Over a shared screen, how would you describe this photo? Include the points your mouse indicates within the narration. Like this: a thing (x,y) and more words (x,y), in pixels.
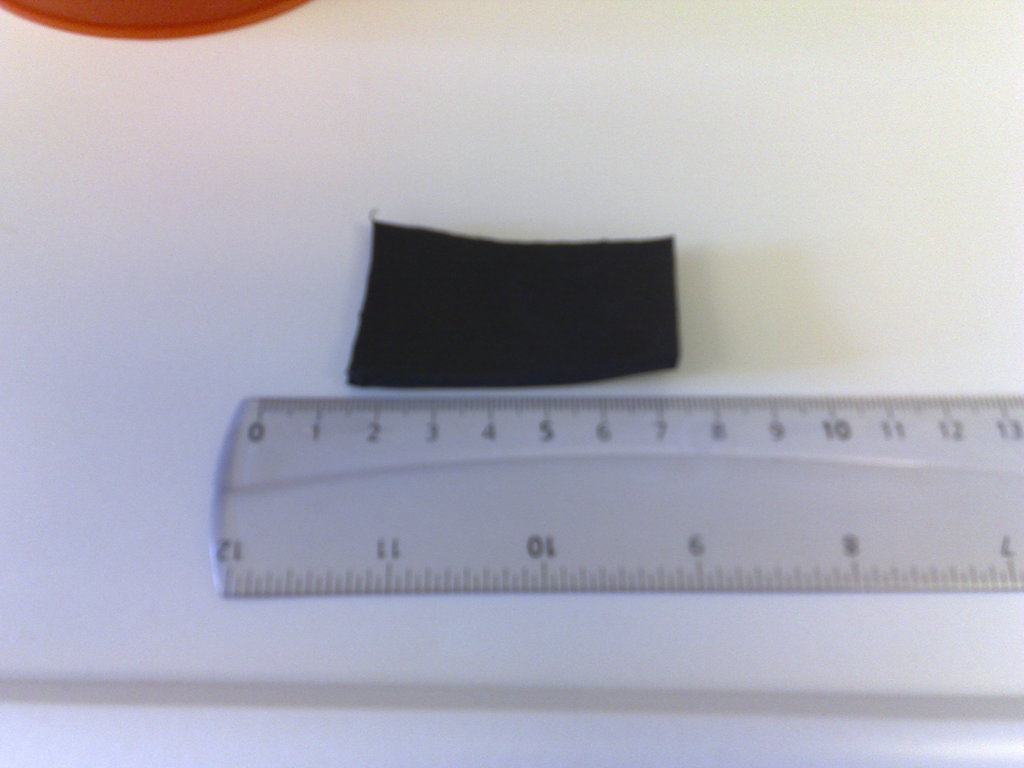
This is a zoomed in picture. In the center (522,484) we can see a ruler (457,399) and there are some items (102,2) placed on a white color object (604,161) seems to be a paper (249,646).
